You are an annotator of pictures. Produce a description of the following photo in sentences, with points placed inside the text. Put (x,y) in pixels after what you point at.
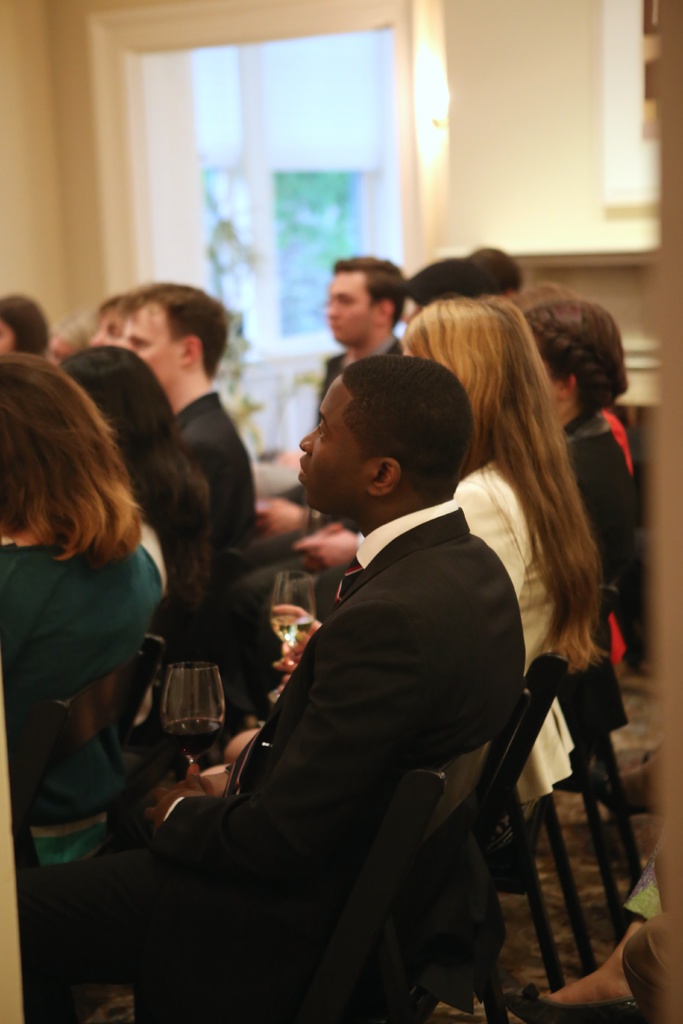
In the image we can see there are many people (330,503) wearing clothes (351,575), they are sitting on the chair (527,683), this is a wine glass (184,663), window (261,215) and a floor (589,879).
